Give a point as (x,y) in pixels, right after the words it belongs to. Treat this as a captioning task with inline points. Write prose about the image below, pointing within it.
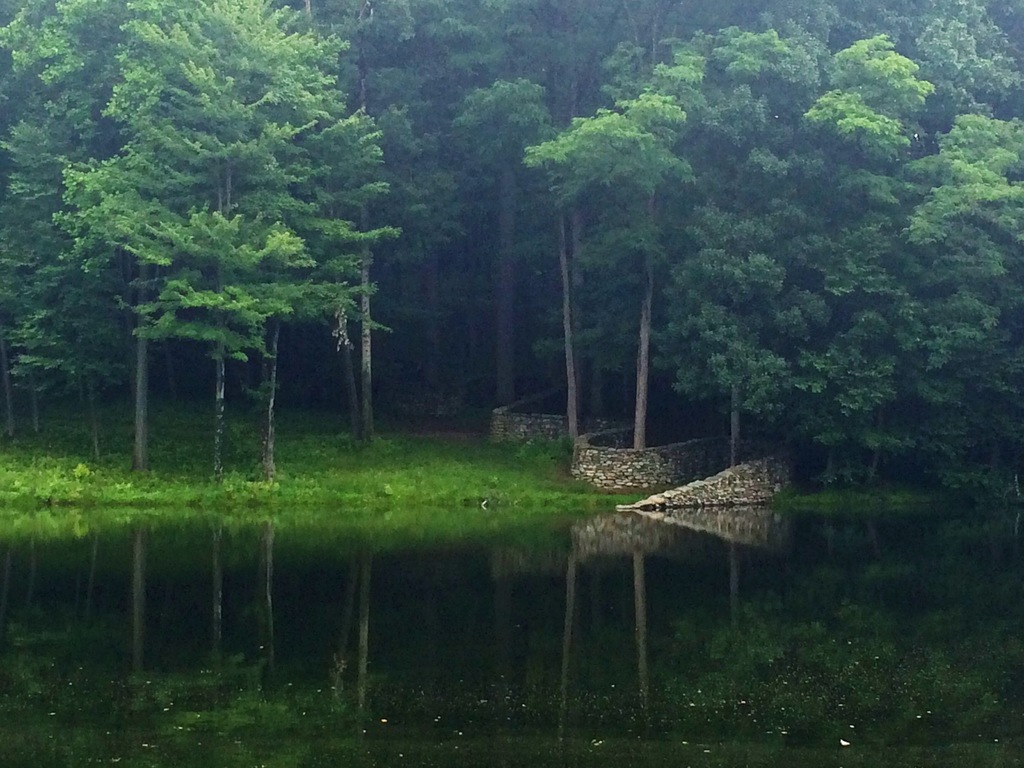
At the bottom of the image (447,620) there is water (357,552). Behind the water (922,596) on the ground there is grass (558,459) and also there is a stone wall (609,456). In the background (581,296) there are many trees (582,296).
